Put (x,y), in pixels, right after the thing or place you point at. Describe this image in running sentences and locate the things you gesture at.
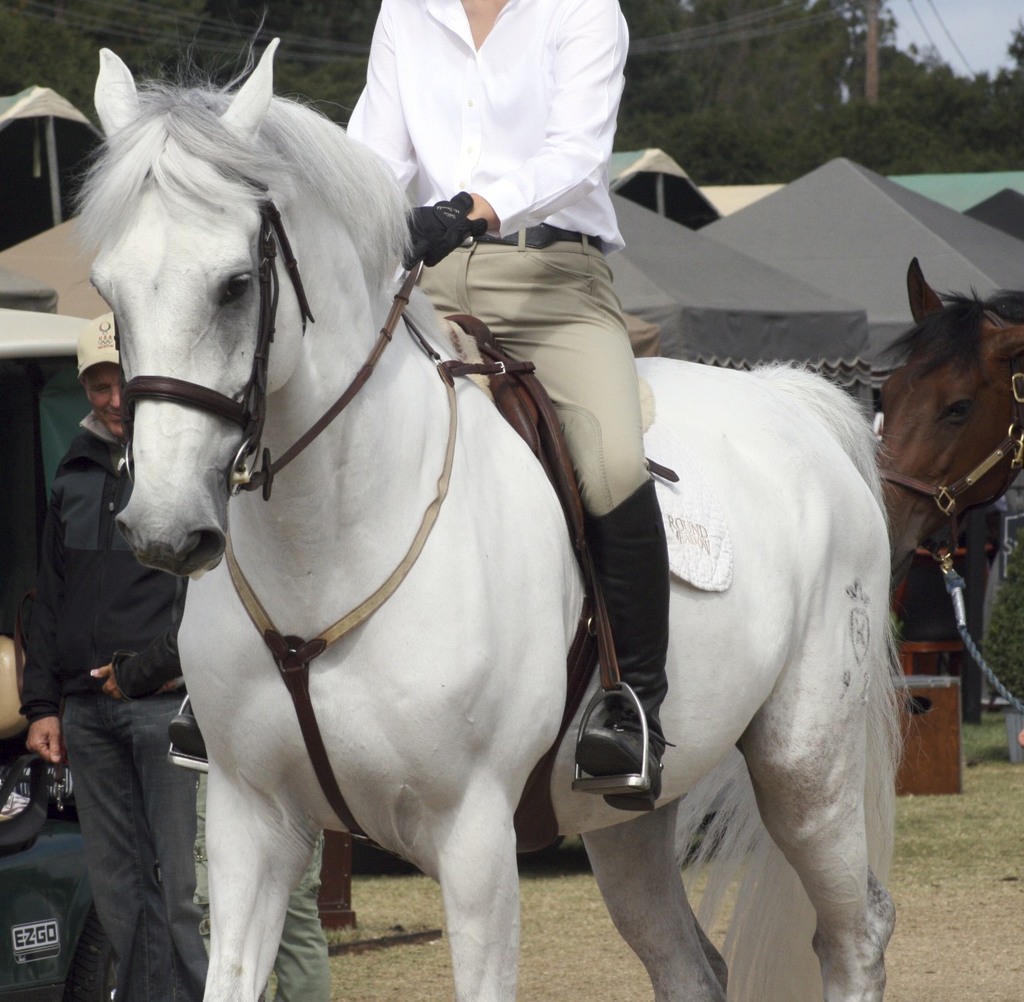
We can see the man (636,437) is sitting on a horse (578,587). He is holding a horse (328,179). On the left side (113,606) we have a another person (80,595). he is standing. His wearing cap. We can in the background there is a tree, tent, pole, wire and sky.
